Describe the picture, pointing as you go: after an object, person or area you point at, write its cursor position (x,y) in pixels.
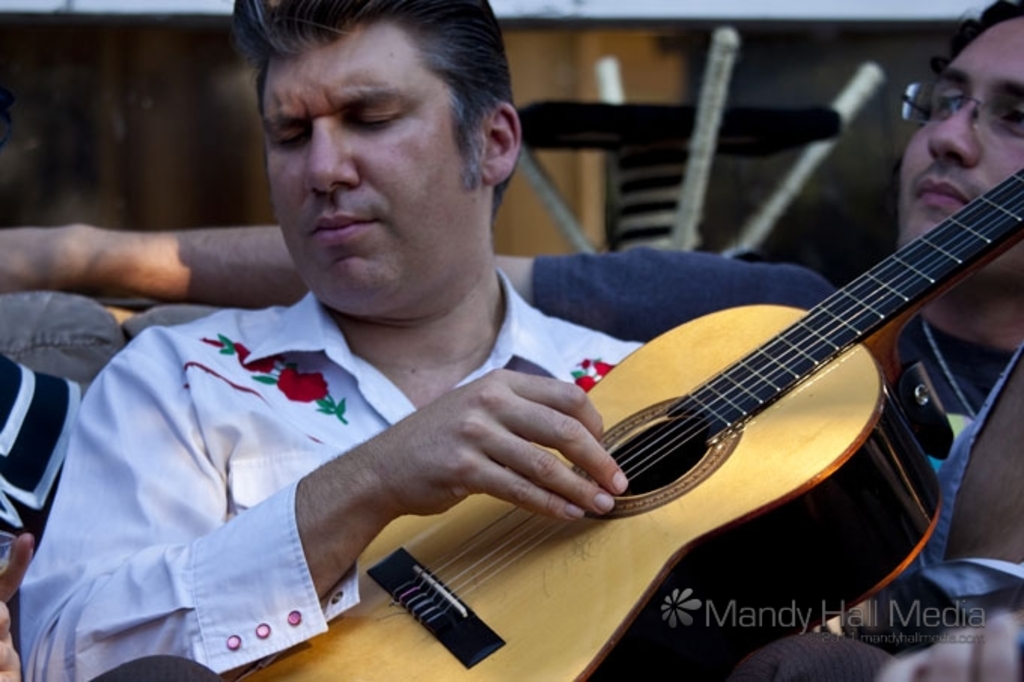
This picture shows a man (297,455) holding a guitar (399,547) in his hands (578,450) and playing it. Beside him there is another man (922,148), wearing spectacles (958,100). In the background (171,164) there is a wall (108,146).
